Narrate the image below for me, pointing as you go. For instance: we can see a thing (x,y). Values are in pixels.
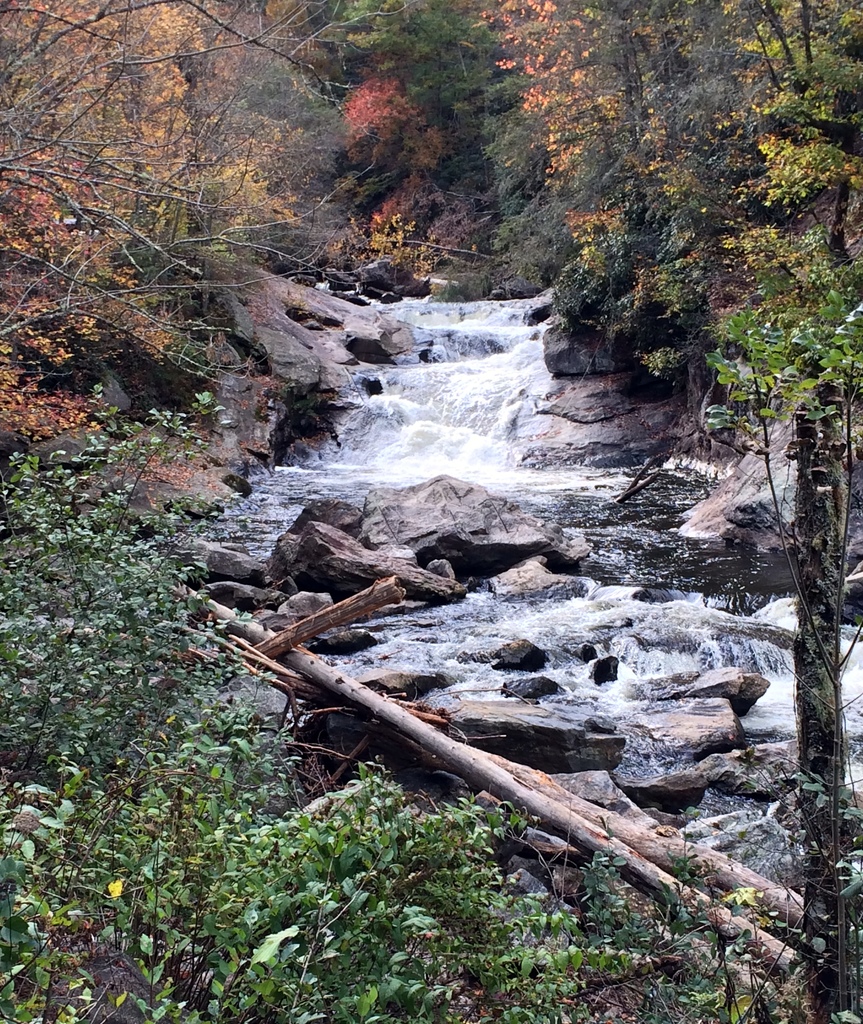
In this picture, we can see a waterfall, trees (817,740), plants (802,780), wooden poles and we can see some rocks (318,604) in the water (239,504).
